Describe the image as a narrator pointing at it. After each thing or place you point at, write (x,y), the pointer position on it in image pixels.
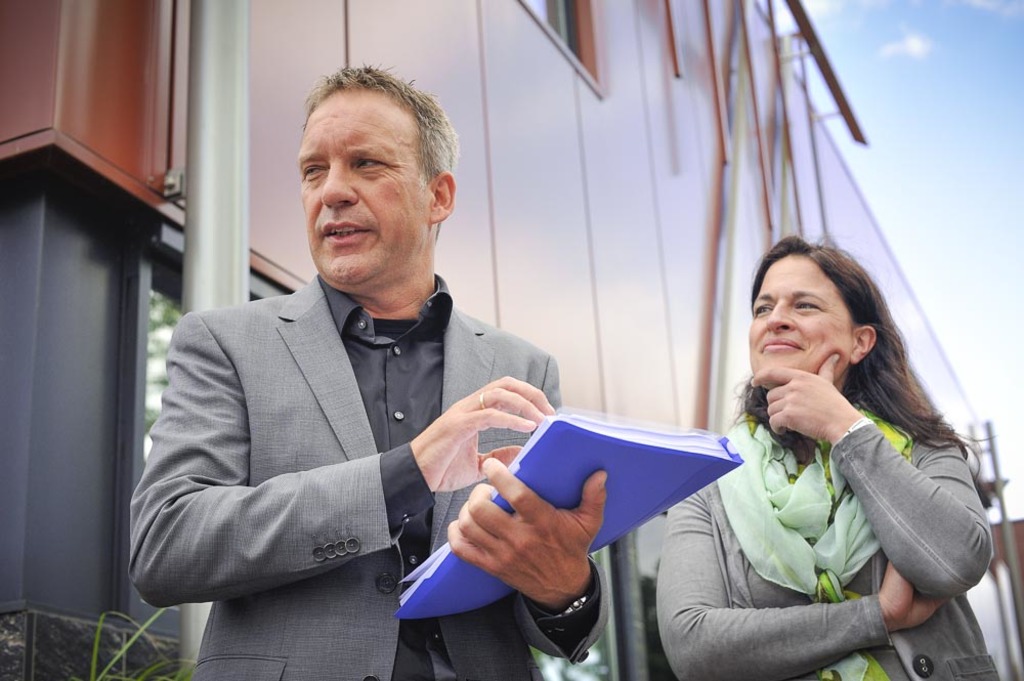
In this image there are two people (987,533). The man (415,391) standing in the center (484,390) is holding a book (557,491). In the background (558,247) there is a building (688,180) and we can see the sky (891,146).
